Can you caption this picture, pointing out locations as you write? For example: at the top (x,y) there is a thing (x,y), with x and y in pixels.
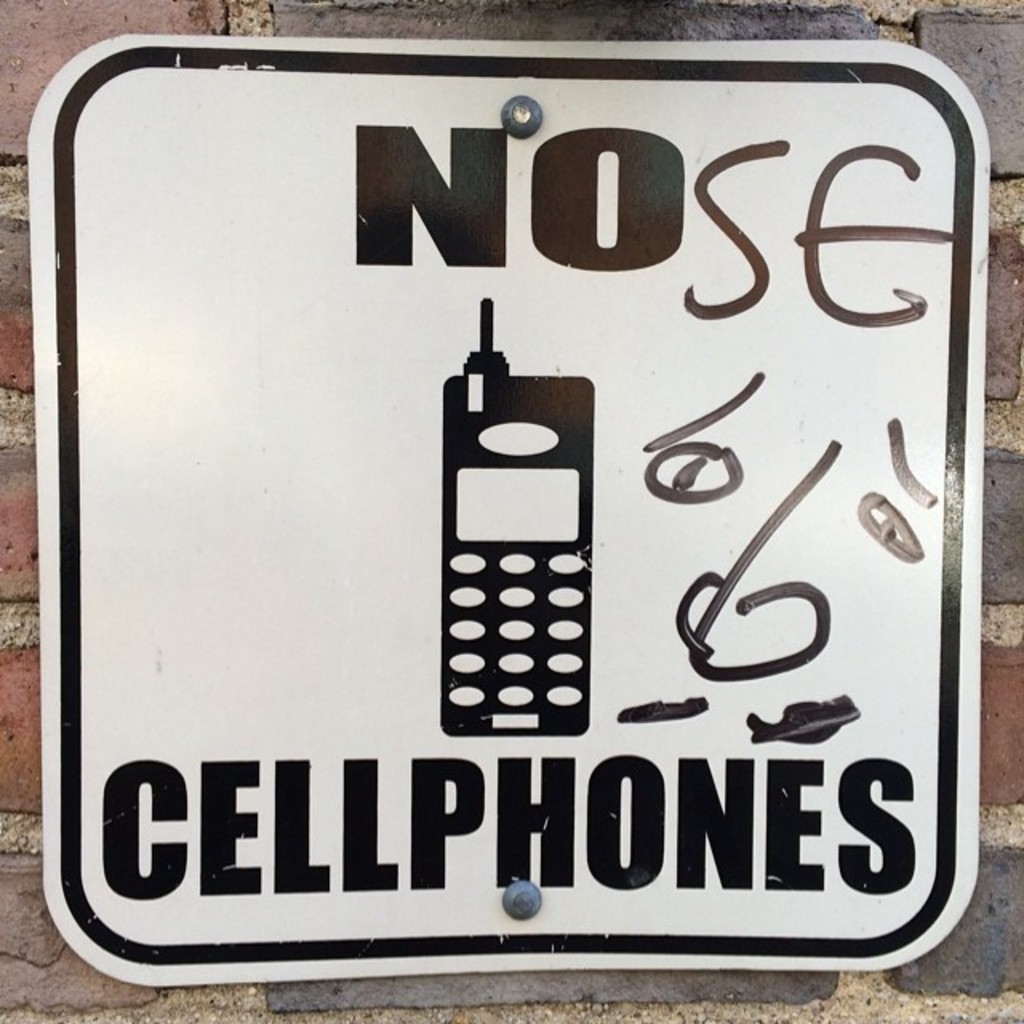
In this picture we can see the text (663,840), an image (560,691) of a device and a few things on a board (61,588). This board (58,553) is visible on a brick wall (607,15).
